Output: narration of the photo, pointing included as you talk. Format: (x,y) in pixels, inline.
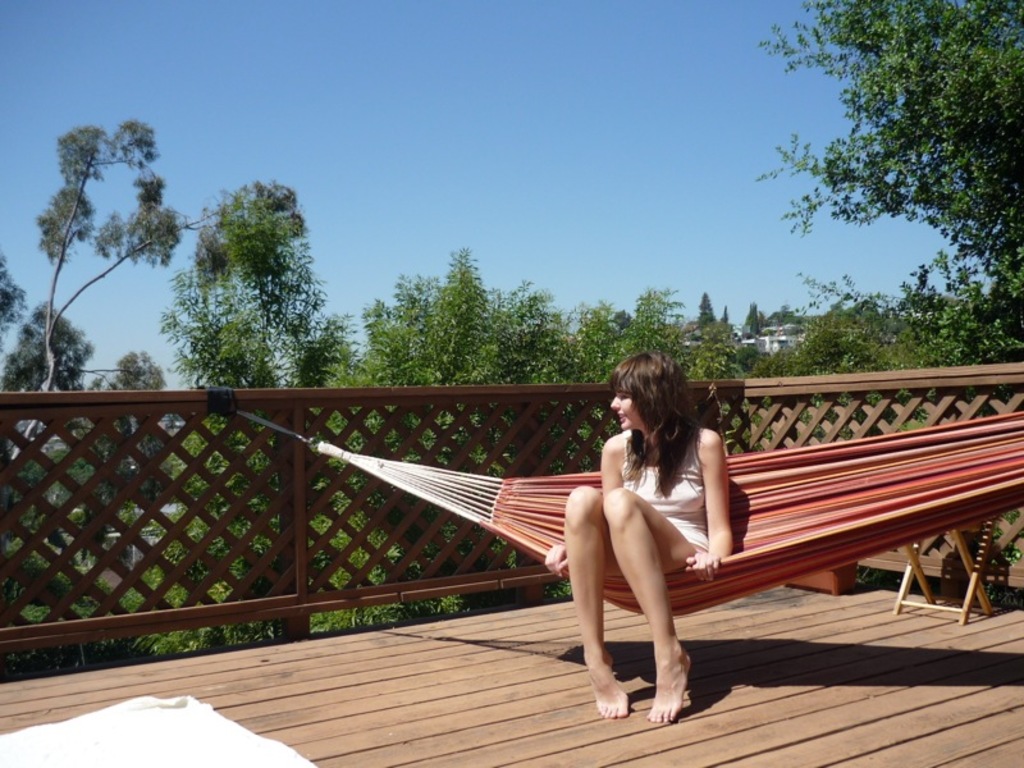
In this image we can see a lady (696,489) swinging in a swinging chair (395,467). In the background of the image (439,336) there are trees (528,323). There is a wooden fencing (272,420). At the top of the image (415,76) there is sky (485,84).
